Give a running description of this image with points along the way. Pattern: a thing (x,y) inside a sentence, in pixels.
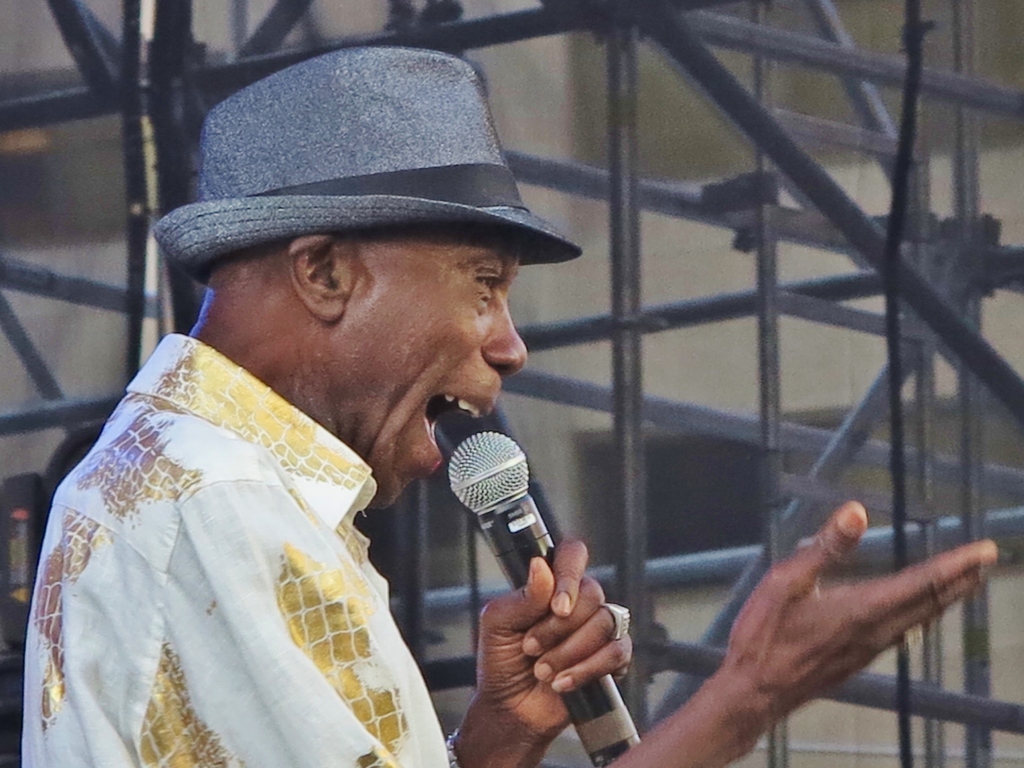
In this picture we can see a man (329,722) who is talking on the mike (491,469). He wear a cap (303,190).
